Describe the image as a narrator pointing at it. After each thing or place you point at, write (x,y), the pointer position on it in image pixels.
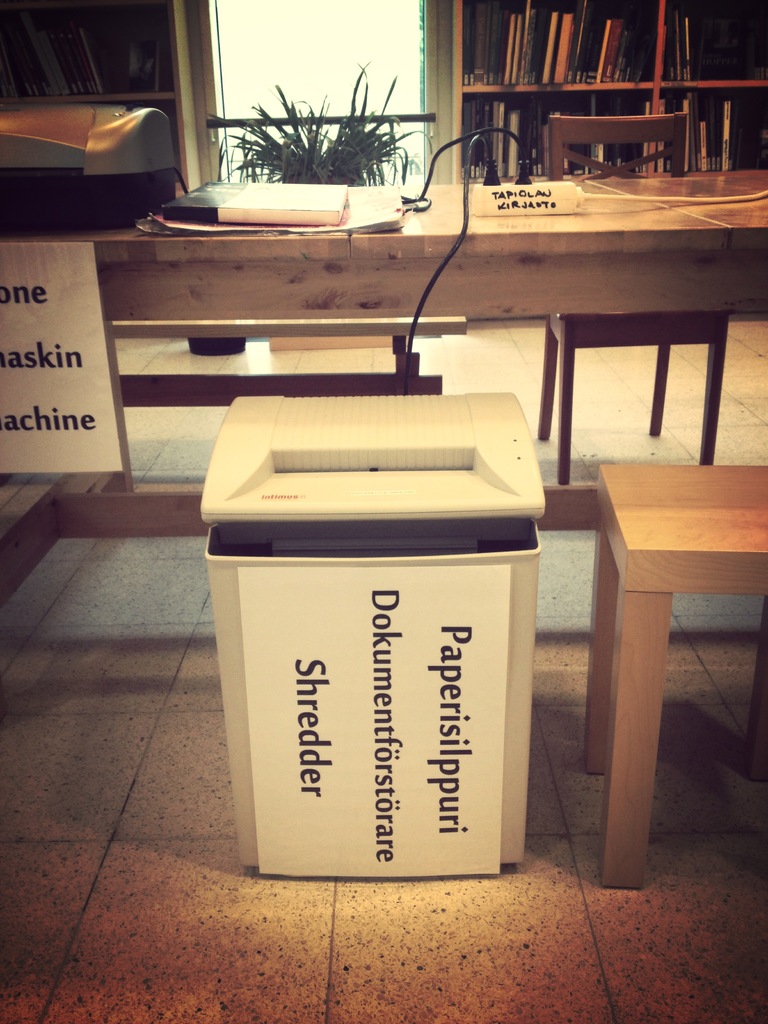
In the picture I can see wooden stools (680,504) and wooden table (344,259). On the table (300,242) I can see some objects (556,188). In the background (607,72) I can see plant pot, books (503,115) on shelves (553,89) and some other objects (393,60).
